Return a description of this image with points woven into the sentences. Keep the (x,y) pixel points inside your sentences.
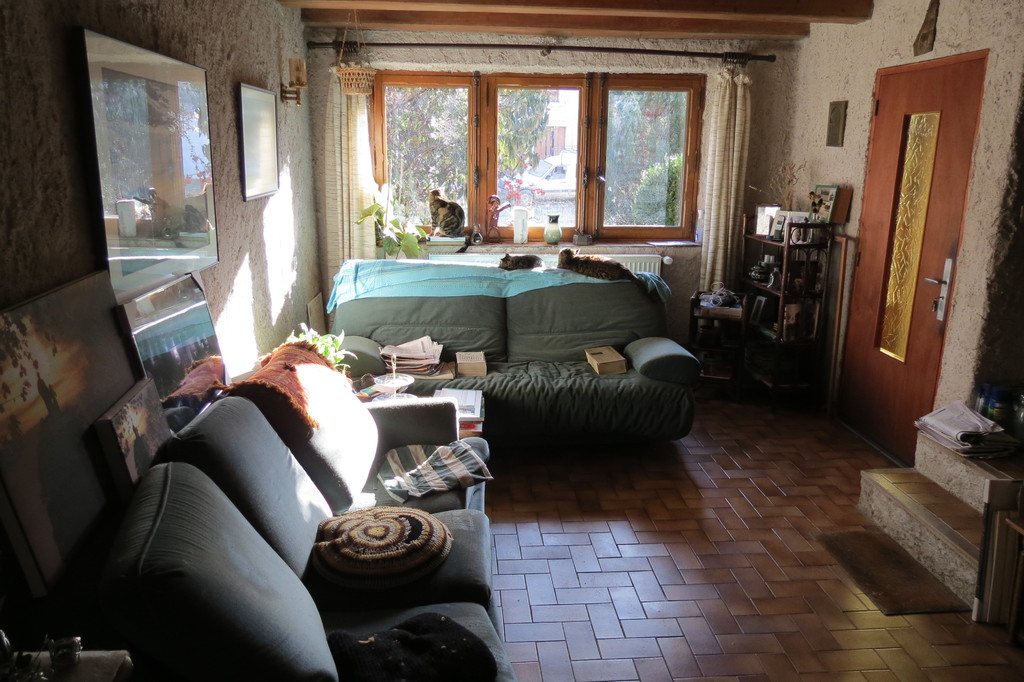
Here in this picture we can see a sofa (404,319) and chairs (411,428) present on the floor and we can also see cushions (491,357) on it and behind that we can see windows (480,101) present, through which we can see other buildings (564,146) and plants (409,108) and trees (459,153) and on the wall (292,199) we can see some portraits (161,236) present and on the right side (904,121) we can see a door (900,144) present and beside that we can see a rack (784,270) with number of things (759,234) on it present and in the middle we can see some books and papers (439,347) present on the sofa (472,343).
